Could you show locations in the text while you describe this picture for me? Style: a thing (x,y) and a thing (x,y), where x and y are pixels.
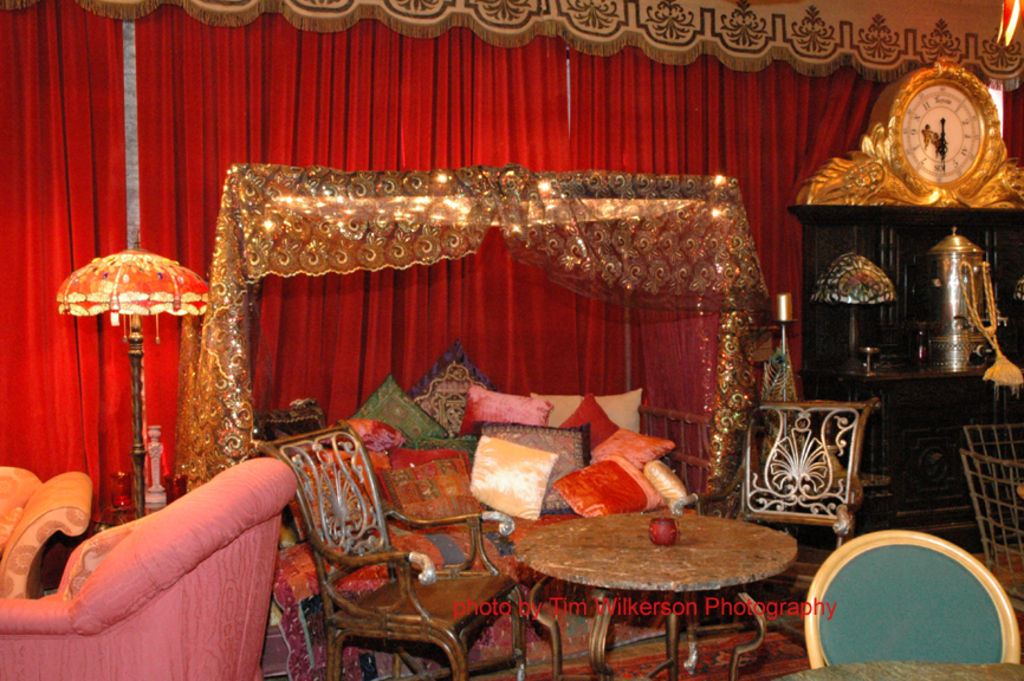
In this picture there is a table (526,556) and chairs (326,591) at the bottom side of the image (418,675) and there is sofa (71,559) in the bottom left side of the image (181,508) and there is a showcase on the right side of the image (992,410), there is a bed (548,220) in the center of the image (495,444), on which there are pillows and there is red color curtain (427,126) in the background area of the image (463,146).
